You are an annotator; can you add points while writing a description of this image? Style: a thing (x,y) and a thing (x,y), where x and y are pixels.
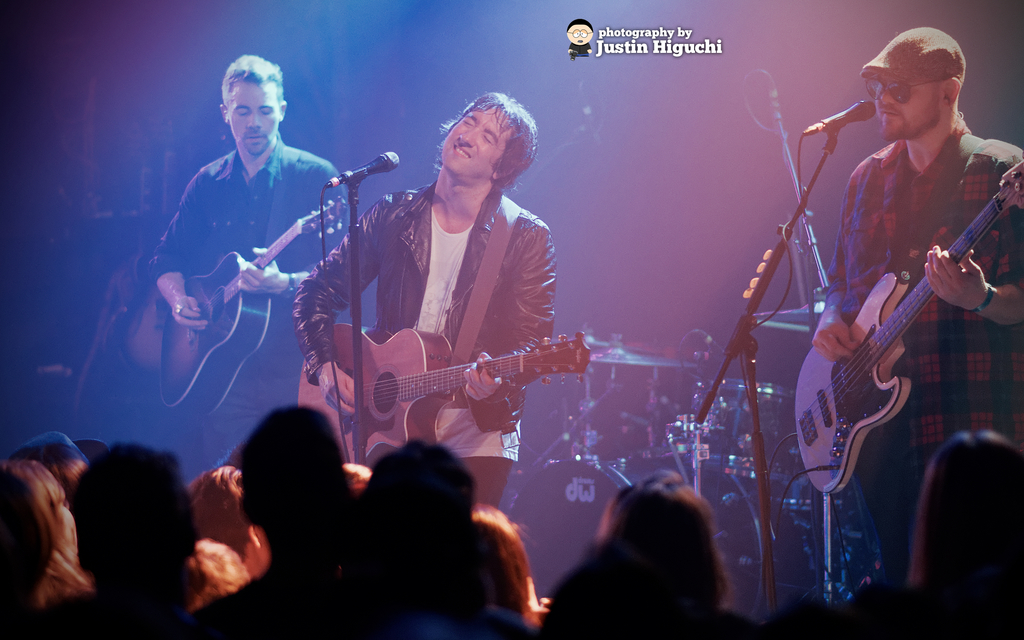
As we can see in the image there are three people (205,249) standing on stage (295,371) and holding guitars (233,313) in their hands (942,258) and in front of them there is a mic (350,247) and there are few people (366,532) over here.
